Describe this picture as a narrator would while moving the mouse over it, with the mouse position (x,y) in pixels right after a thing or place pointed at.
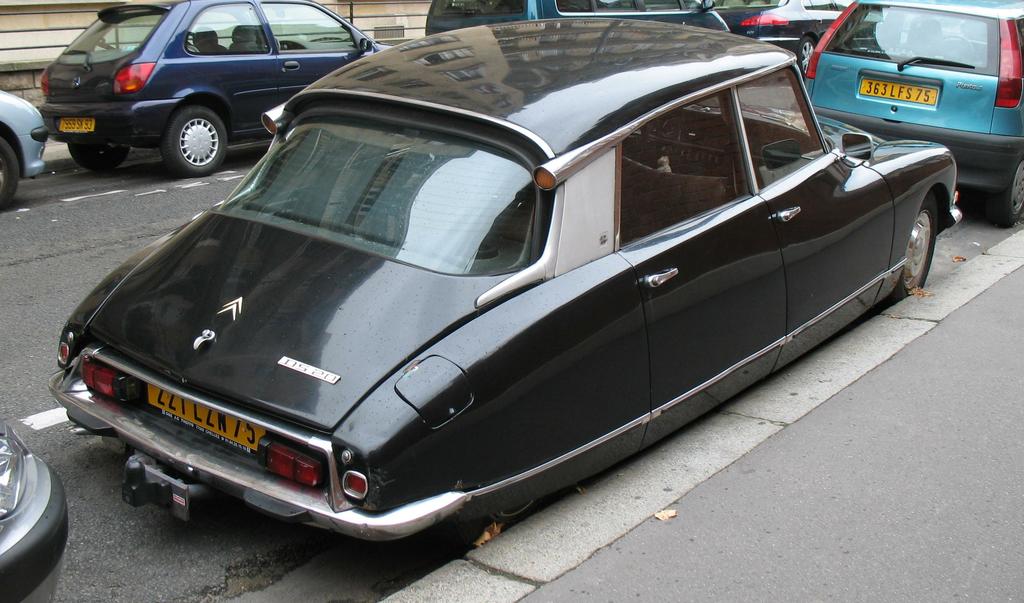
In this image I can see the vehicles (268,166) on the road (82,221). These vehicles (197,113) are colorful. I can see the number plates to the vehicles (515,145). In the back (30,21) I can see the wall (377,32).
